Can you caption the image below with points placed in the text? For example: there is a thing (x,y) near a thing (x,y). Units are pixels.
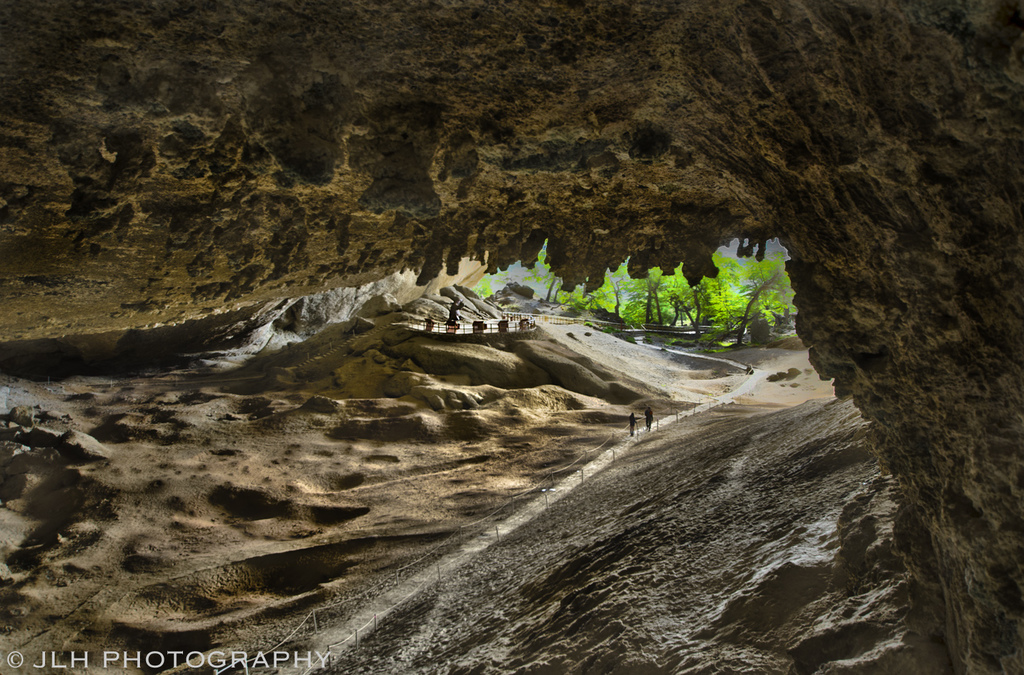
In this image I can see few trees (781,302), and, fencing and few people (646,411). In front (966,532) I can see the rock (717,196).
